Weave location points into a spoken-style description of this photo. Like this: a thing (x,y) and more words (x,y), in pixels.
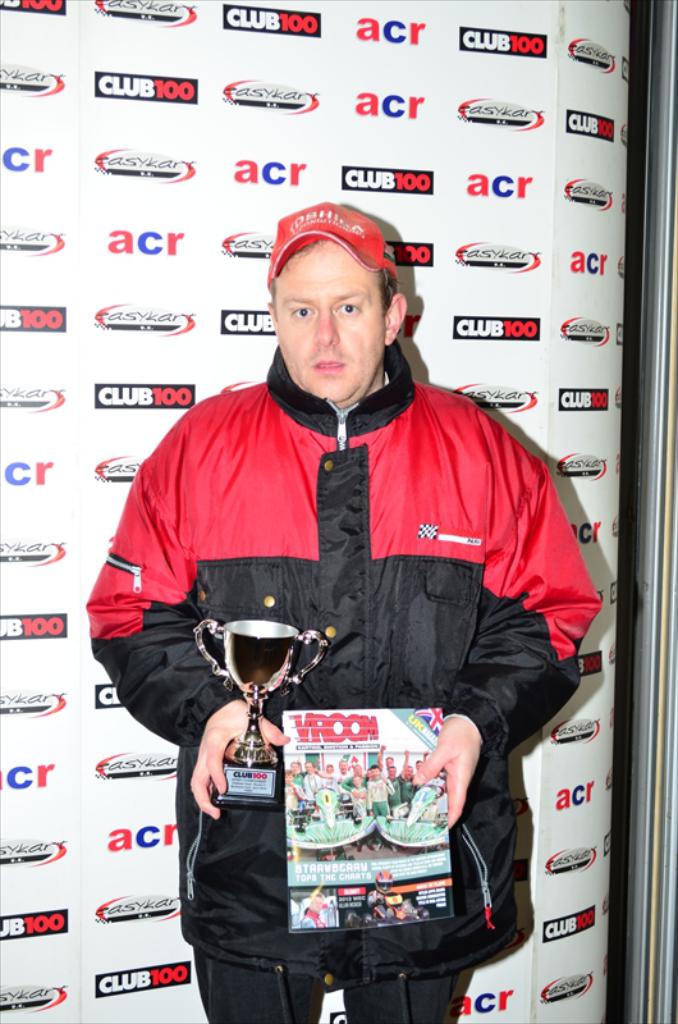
In this image we can see a person (394,531) standing and holding a trophy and a book (338,882) in his hands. At the top of the image (439,209) we can see a banner (419,118) with some text (35,87).
